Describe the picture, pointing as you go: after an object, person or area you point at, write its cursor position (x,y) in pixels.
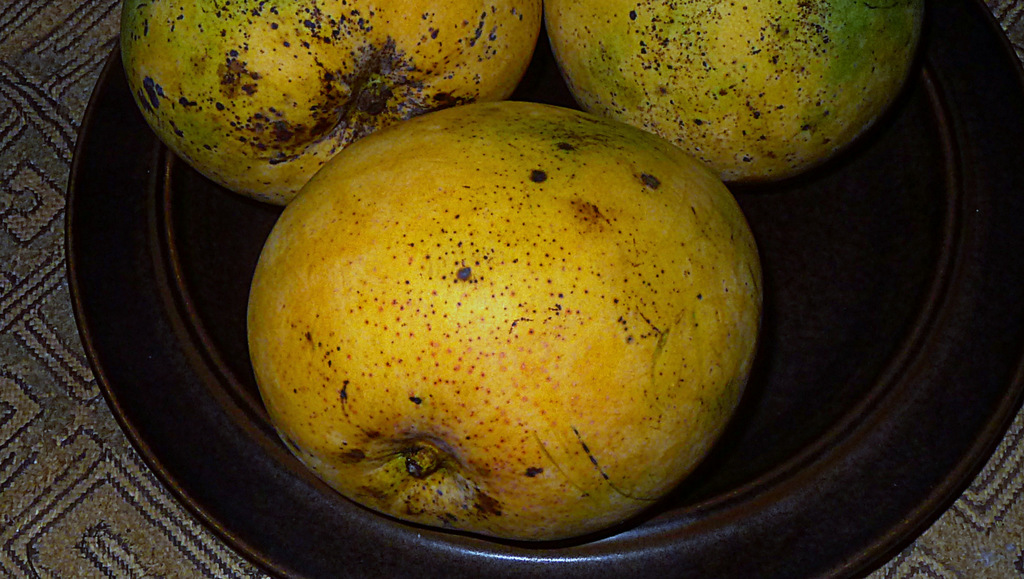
In this picture there fruits (666,373) on the plate (325,527) and the plate (359,555) is in brown color. At the bottom (968,542) there is a cloth (52,482).
